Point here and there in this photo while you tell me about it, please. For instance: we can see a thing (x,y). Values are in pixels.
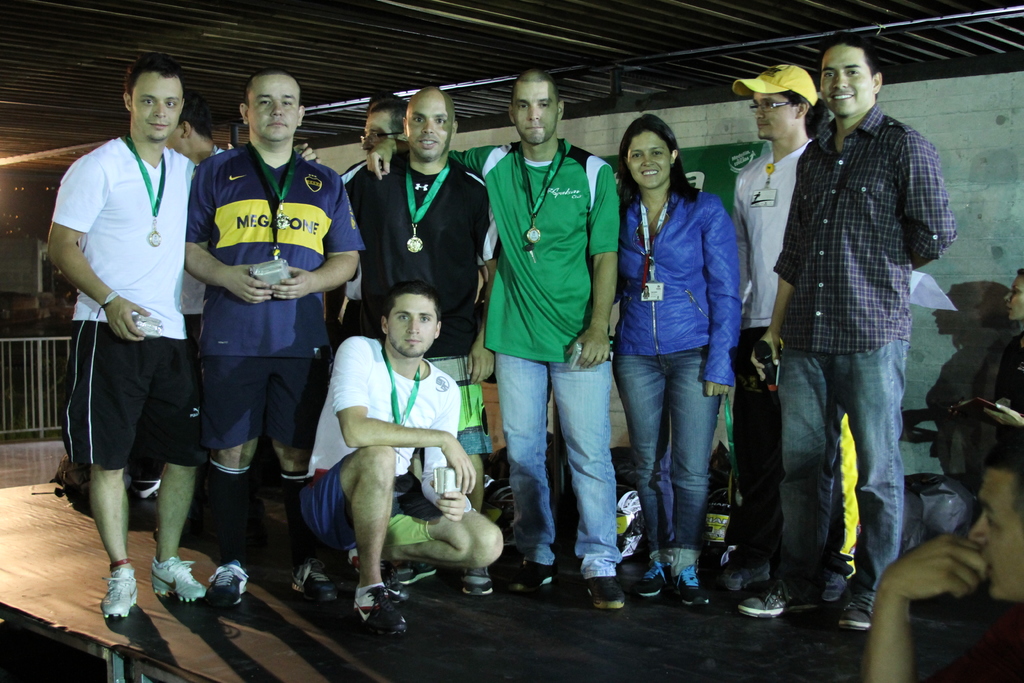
In the image we can see there are people (233,462) standing on the stage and there is a person (375,430) sitting on the ground (429,631). They are wearing medals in their neck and there are iron poles (667,67) on the roof (729,83).
